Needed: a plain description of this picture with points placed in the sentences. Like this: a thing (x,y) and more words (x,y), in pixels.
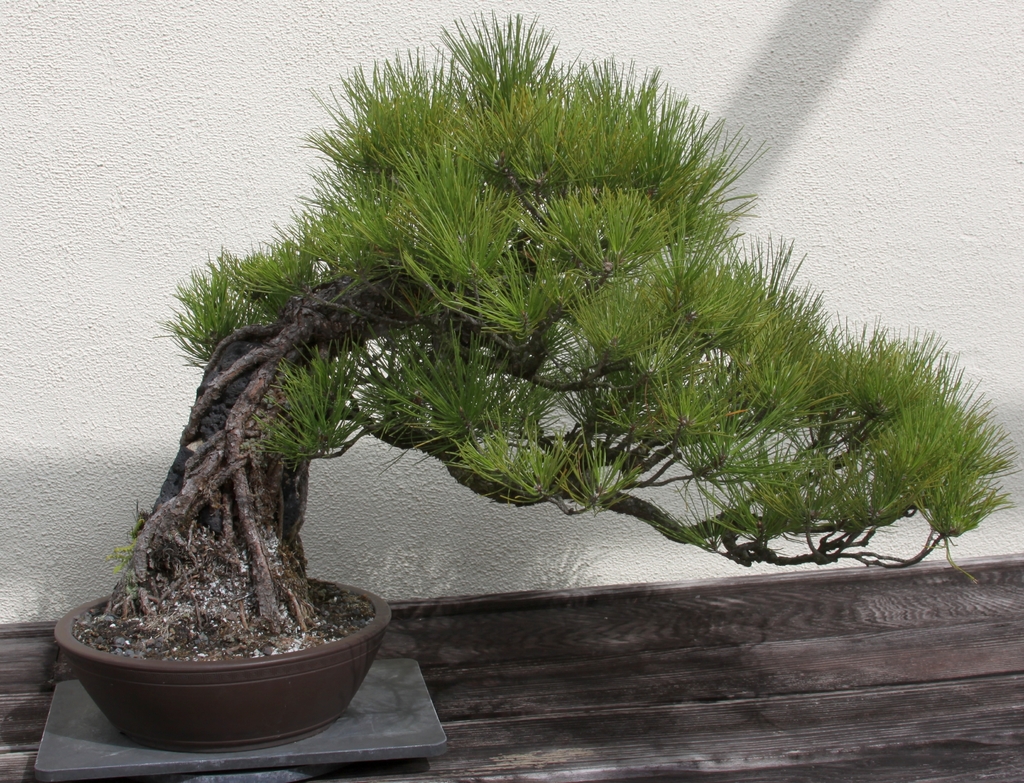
This image is taken outdoors. At the bottom of the image (728,681) there is a table (702,694) with a pot (309,710) on it and there is a plant (282,564) in the pot (263,668). In the pot (276,675) there is a plant (275,307).
